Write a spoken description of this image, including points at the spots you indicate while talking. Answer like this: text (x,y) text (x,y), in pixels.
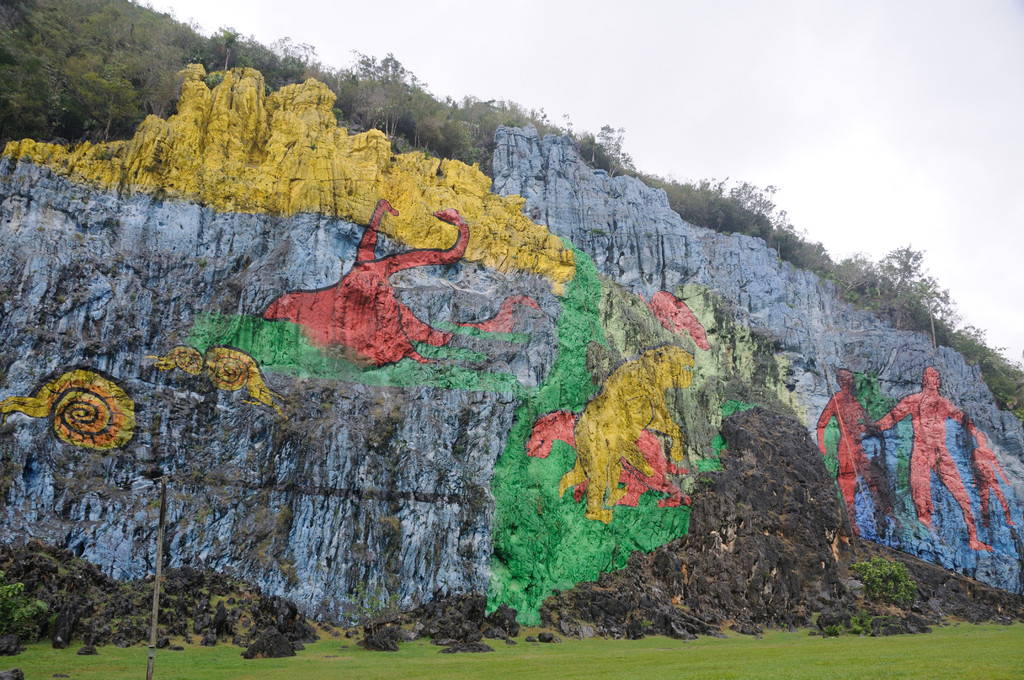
In the center of the image (570,266) we can see a mountain (468,434) with painting (697,466) on it. There are trees (78,129). At the bottom of the image (518,642) there is grass (462,668). At the top of the image (676,41) there is sky (559,67).
